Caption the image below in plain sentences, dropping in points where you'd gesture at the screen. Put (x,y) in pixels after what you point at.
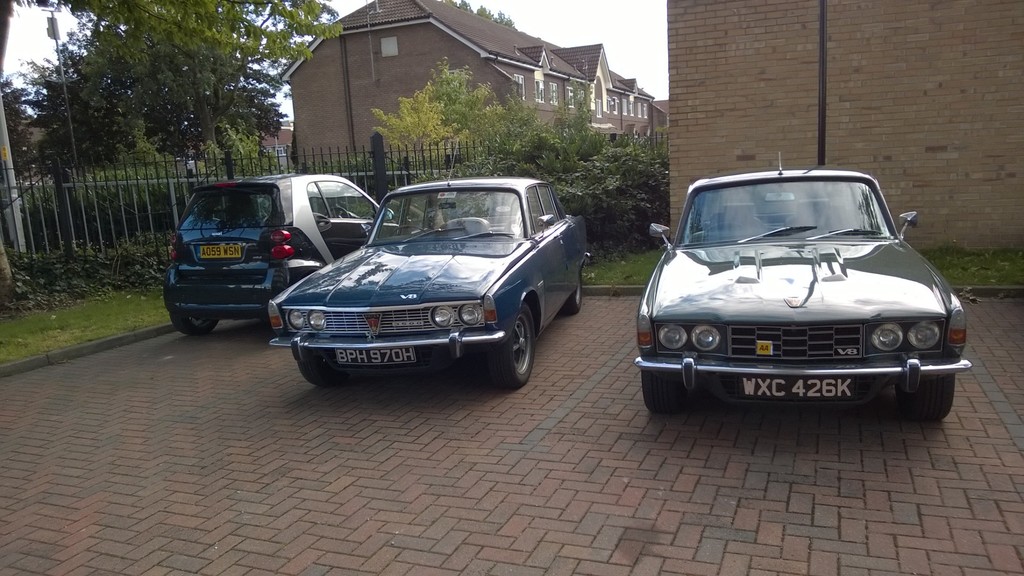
In this image there are few cars (541,295) on the path (429,513). There is a fence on the grassland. Behind there are few plants (152,244) and trees (447,104). Background (410,82) there are few buildings (398,95). Right side (707,99) there is a brick wall (703,59). Top of the image (622,34) there is sky (626,35).
